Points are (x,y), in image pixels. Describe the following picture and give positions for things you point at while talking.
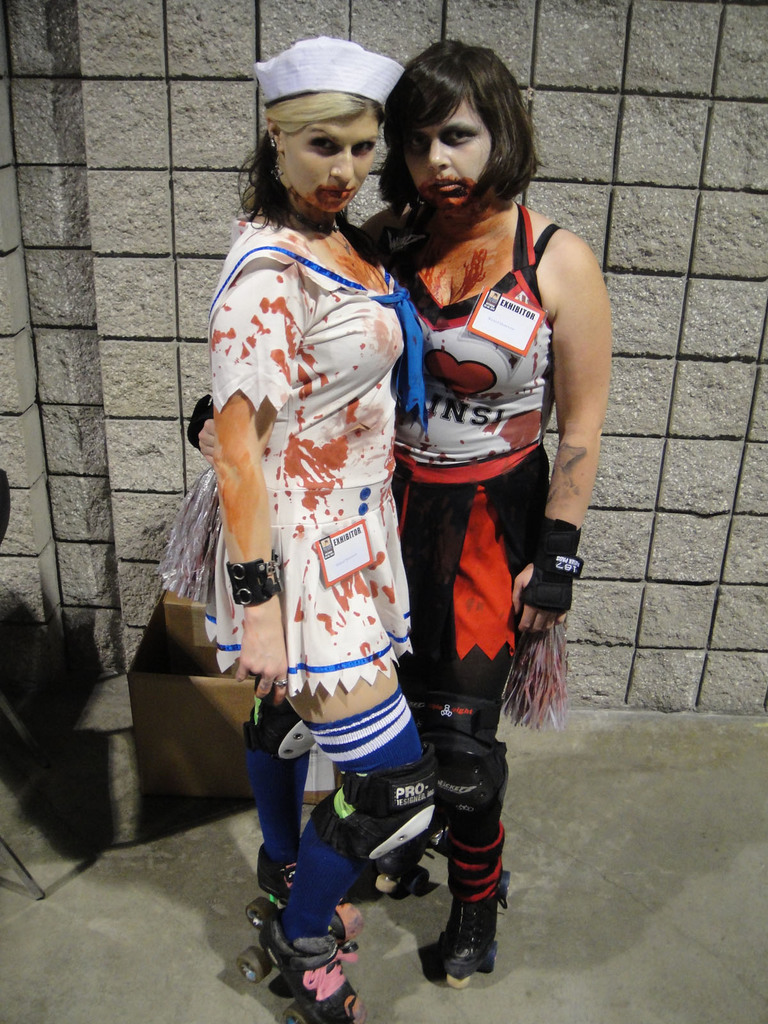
In this picture I can see two persons (423,412) in fancy dresses (364,598), there is a cardboard box (162,646), and in the background (141,271) there is a wall (685,333).
